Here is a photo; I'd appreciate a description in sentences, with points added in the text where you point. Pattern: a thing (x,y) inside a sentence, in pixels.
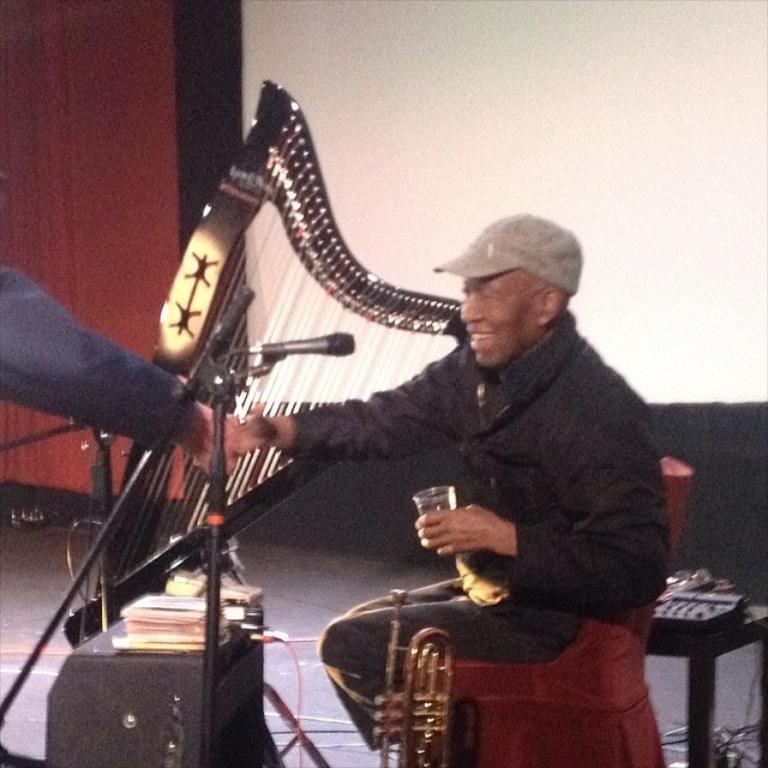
In the center of the picture (407,350) there are musical instruments (225,198), cable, some books (182,637), stand (212,402), mic (309,346), a person (458,424) holding glass (430,504) and other objects (704,749). On the left (89,366) we can see a person's hand (147,392). In the background (486,78) it is wall (524,88) and there is curtain (124,164) also.
